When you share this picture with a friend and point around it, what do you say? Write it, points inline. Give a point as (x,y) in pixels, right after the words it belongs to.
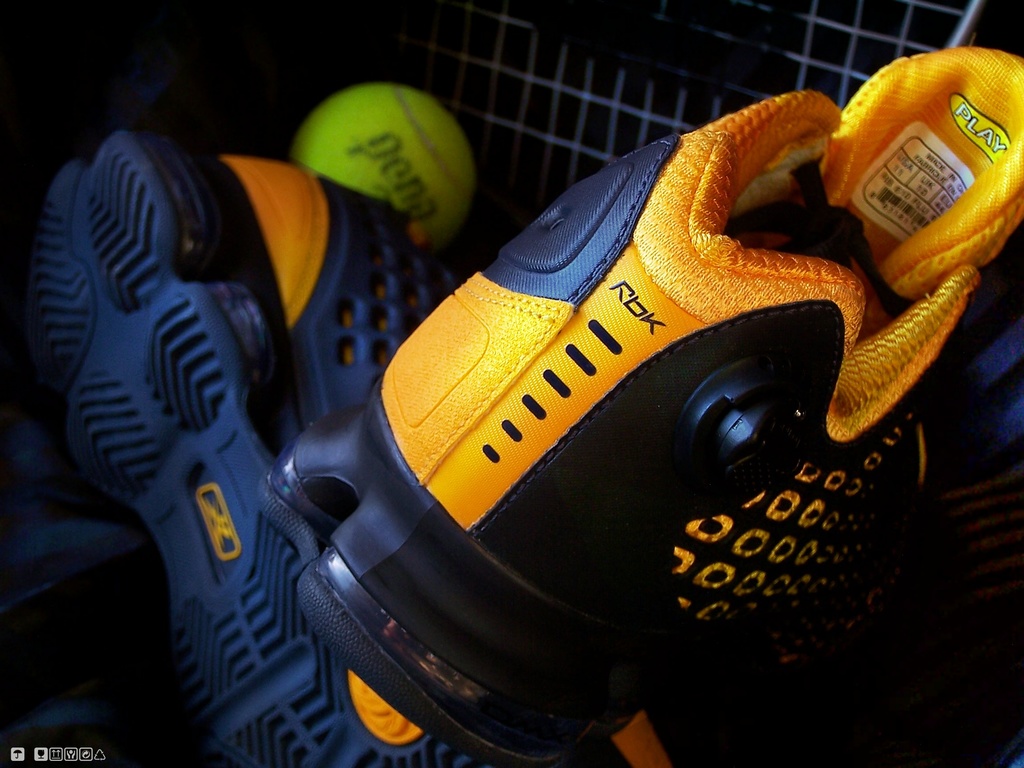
In this image in the center (369,366) there are shoes (324,428) and there is a ball (394,185). In the background (534,87) there is a fence (602,102).
